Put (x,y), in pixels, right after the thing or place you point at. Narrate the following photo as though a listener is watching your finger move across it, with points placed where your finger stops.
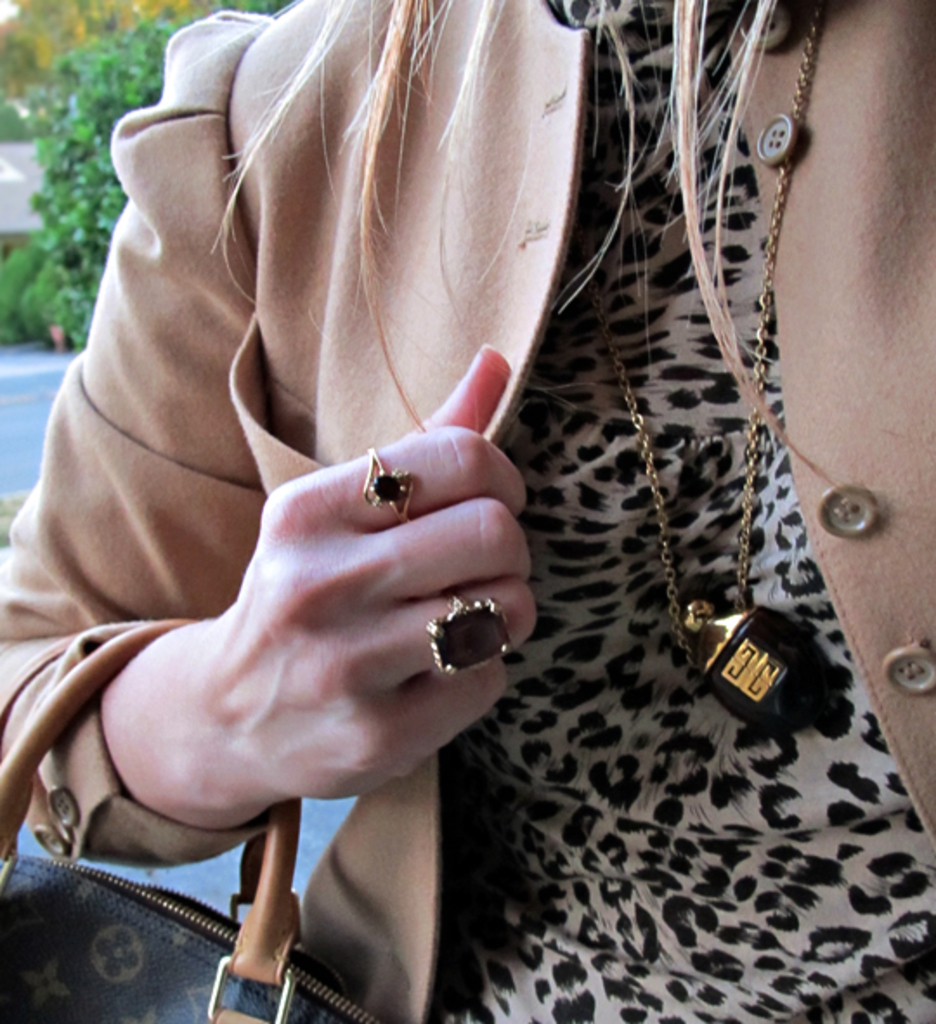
This woman (604,714) wore dollar (748,640) with chain (751,517), suit (432,135), rings (379,483) and holding a handbag (121,965). Far there are trees (55,159).
